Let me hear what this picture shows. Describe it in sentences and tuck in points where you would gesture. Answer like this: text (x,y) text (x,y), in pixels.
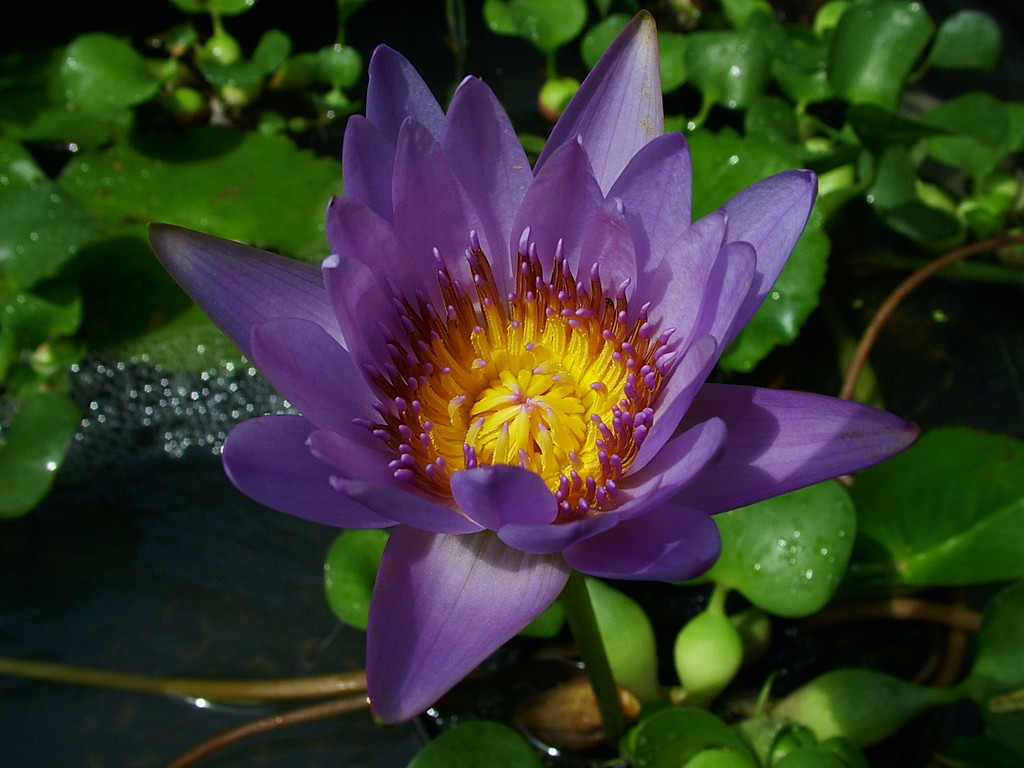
In this image I can see a flower (504,412). In the background (136,557), I can see the water (158,537) and the plants (858,373).
